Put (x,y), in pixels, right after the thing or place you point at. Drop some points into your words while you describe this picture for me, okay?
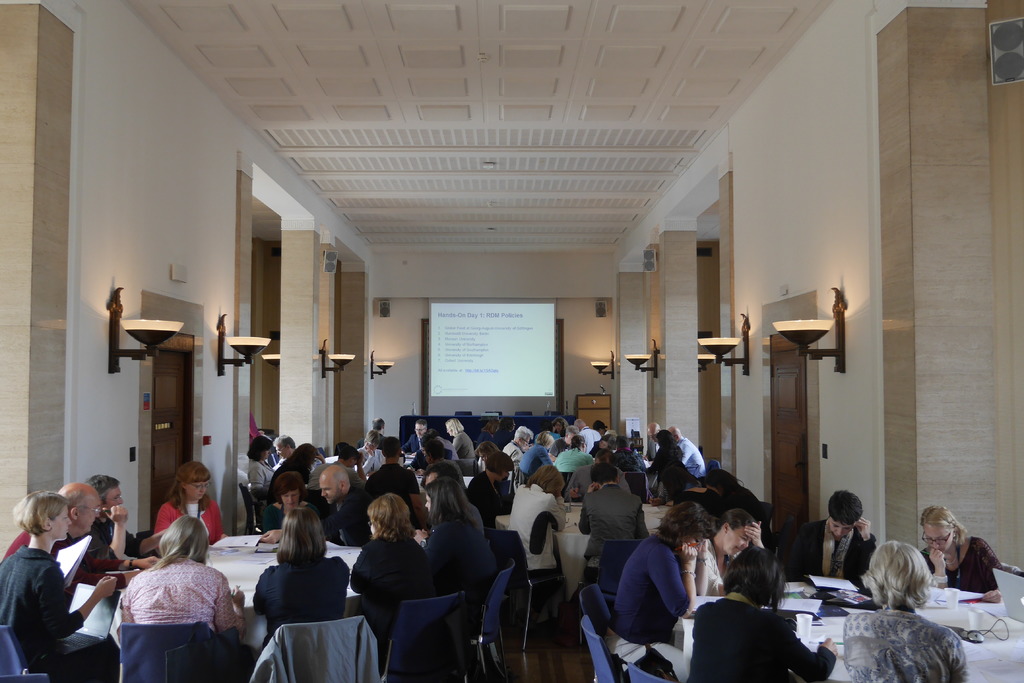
This picture is of inside the hall (662,411). In the foreground (411,487) there are group of persons (629,600) sitting on the chairs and tables (983,681) on the top of which glasses (976,626), papers (963,605) and some other items (818,621) are placed. In the background (594,261) we can see a projector screen (485,323), wall (397,335) and wall lamps (219,351). On the left (181,387) there is a door (180,387) and on the top (512,31) we can see a roof (617,201) and wall mounted speakers (651,264).
